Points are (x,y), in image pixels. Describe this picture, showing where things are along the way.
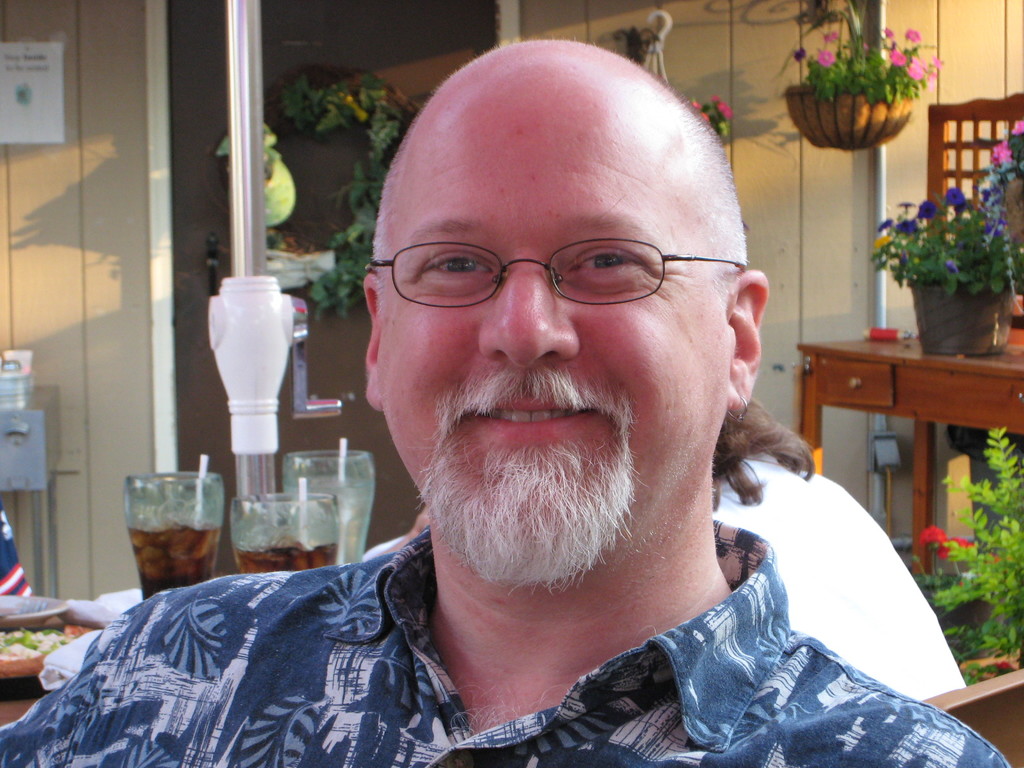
In the picture we can see man (386,637) wearing blue color dress (165,664) and spectacles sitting and in the background (753,465) there are two persons (867,533) sitting on chairs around table (54,648) on which there are some glasses (147,553), food item (60,638), there are some plants (711,102) which are flower pots (838,149) are hanged and some are placed on table (902,353) and there is a wall (7,198).
